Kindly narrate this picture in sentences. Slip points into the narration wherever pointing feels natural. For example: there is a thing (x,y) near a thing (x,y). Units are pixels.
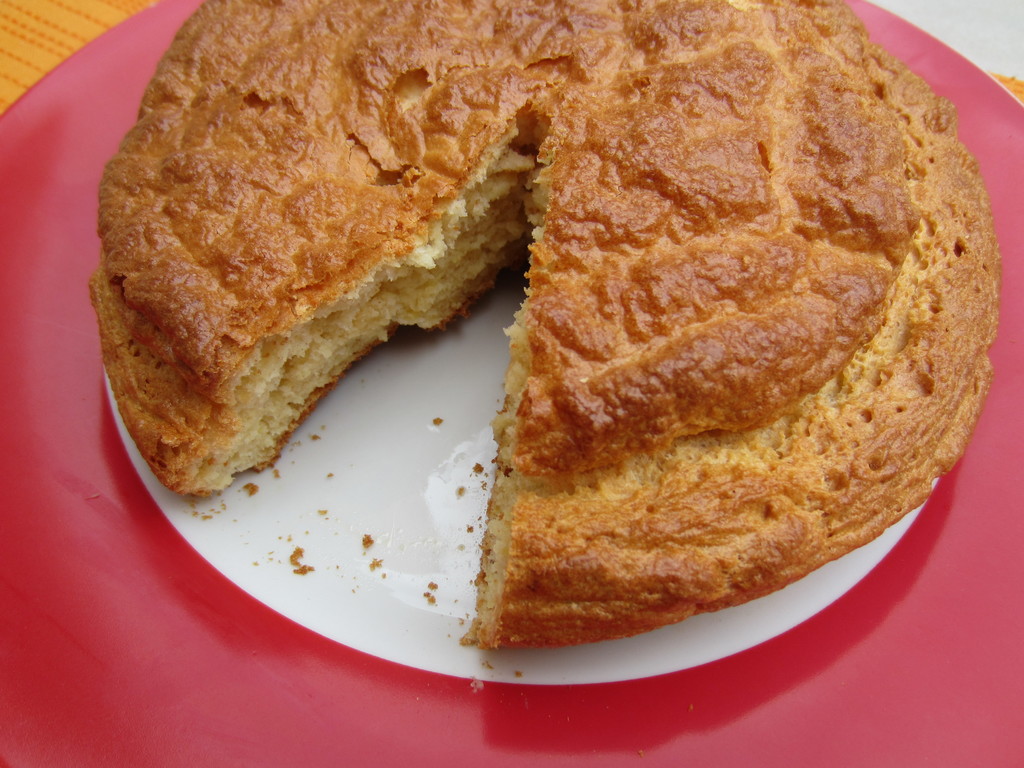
In this plate we can see a red and white plate (264,620) on an orange cloth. On the plate (583,705) there is a cake (345,81).
